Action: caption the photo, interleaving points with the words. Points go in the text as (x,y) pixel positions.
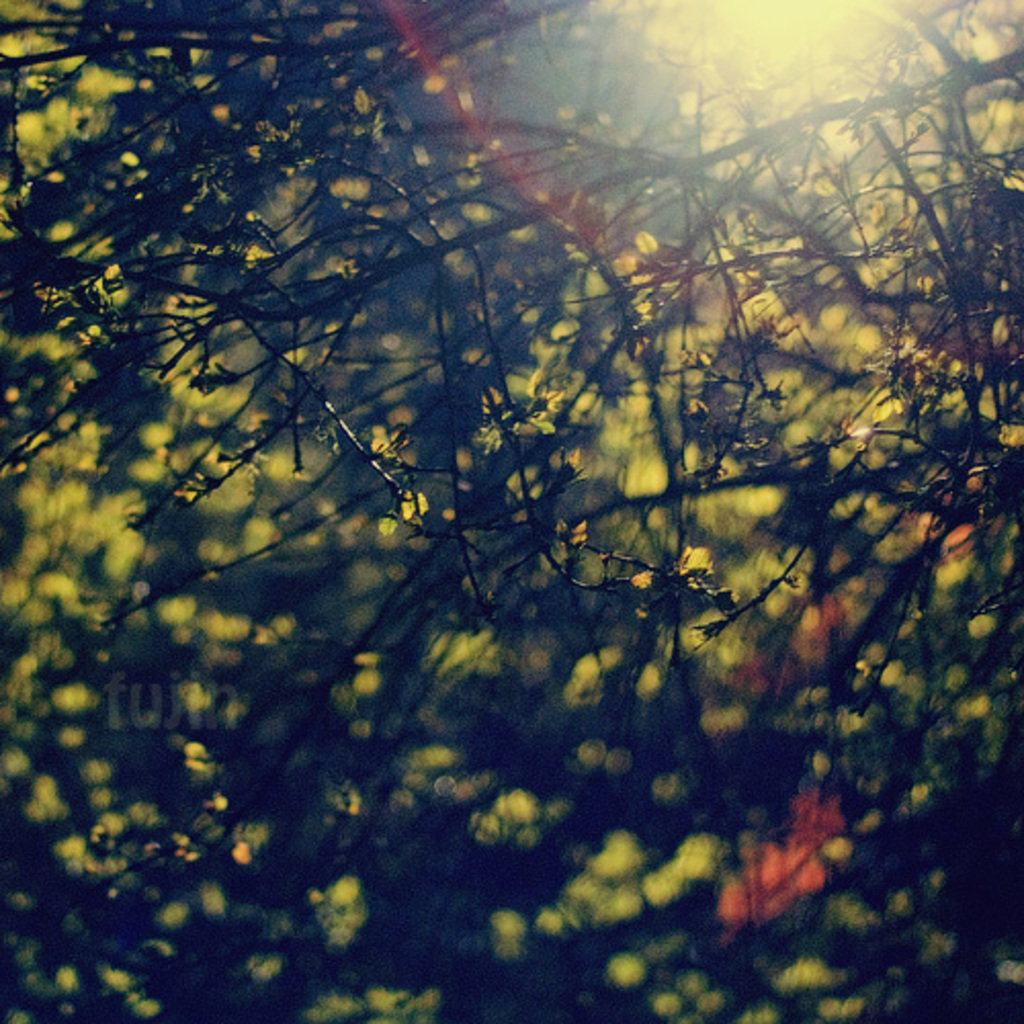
In this picture we can see a few stems (393,483) of the plant (922,592). There is some text (203,727) visible on the left side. We can see a blur view in the background (205,842).
